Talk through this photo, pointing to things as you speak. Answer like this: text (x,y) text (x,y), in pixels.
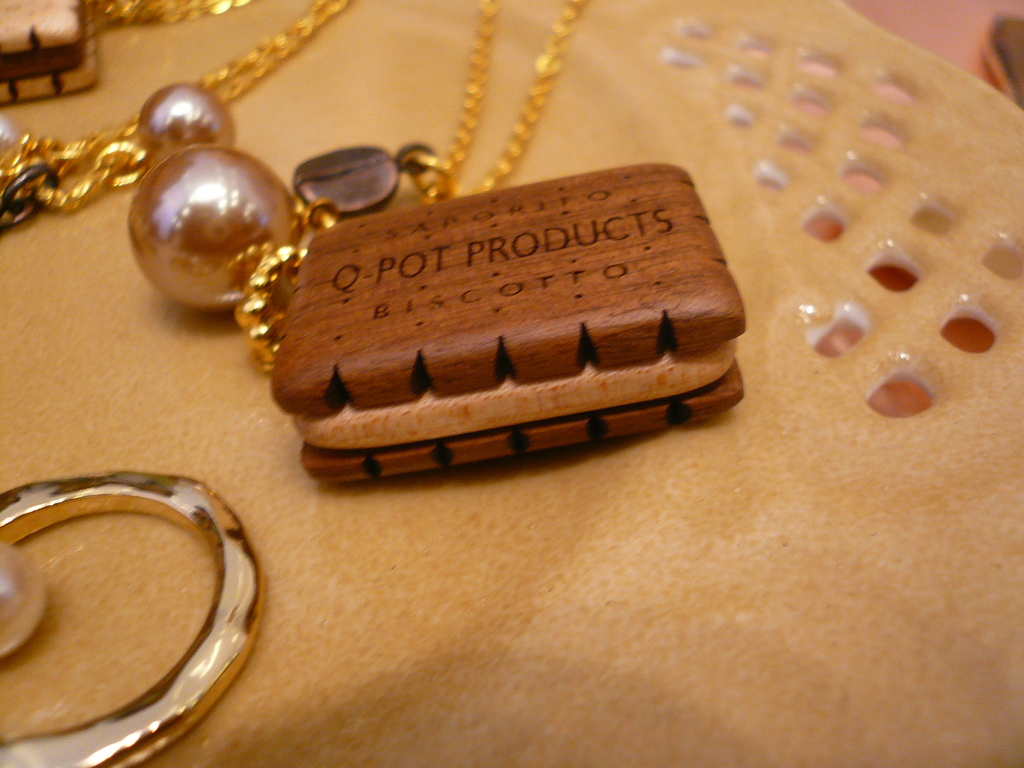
In the foreground of this image (434,295), there are two wooden objects (48,57), a chain (311,25), few balls (179,132) to the chain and a ring like structure (203,539) at the bottom (200,536) are on the cream color object (788,561).
